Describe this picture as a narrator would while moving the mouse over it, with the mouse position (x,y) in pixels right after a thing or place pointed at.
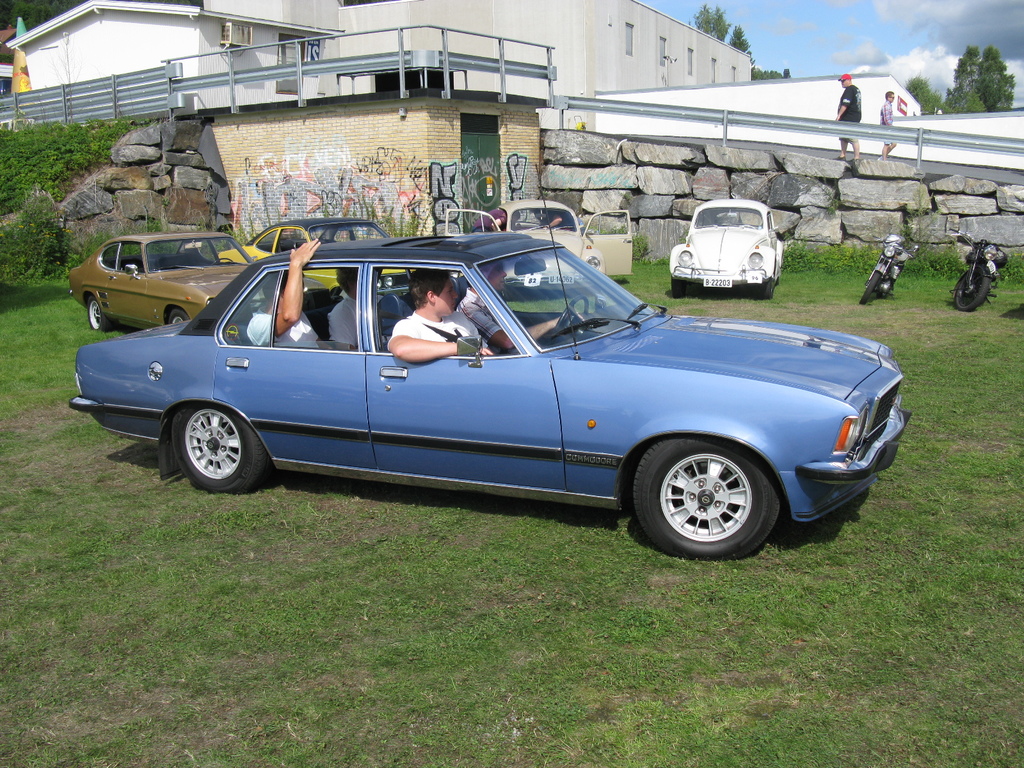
This picture is taken in a garden (742,692), In the middle (651,484) there is a car (534,466) which is in blue color, There are some people (440,308) sitting in a car (394,317), In the background (139,268) there are some cars (274,227) and in the right side (982,251) there some bikes (891,268), In the background (854,190) there is a wall (636,164) which is made of stones (790,185) in white color, There are some people (888,107) walking on the wall (616,170).
